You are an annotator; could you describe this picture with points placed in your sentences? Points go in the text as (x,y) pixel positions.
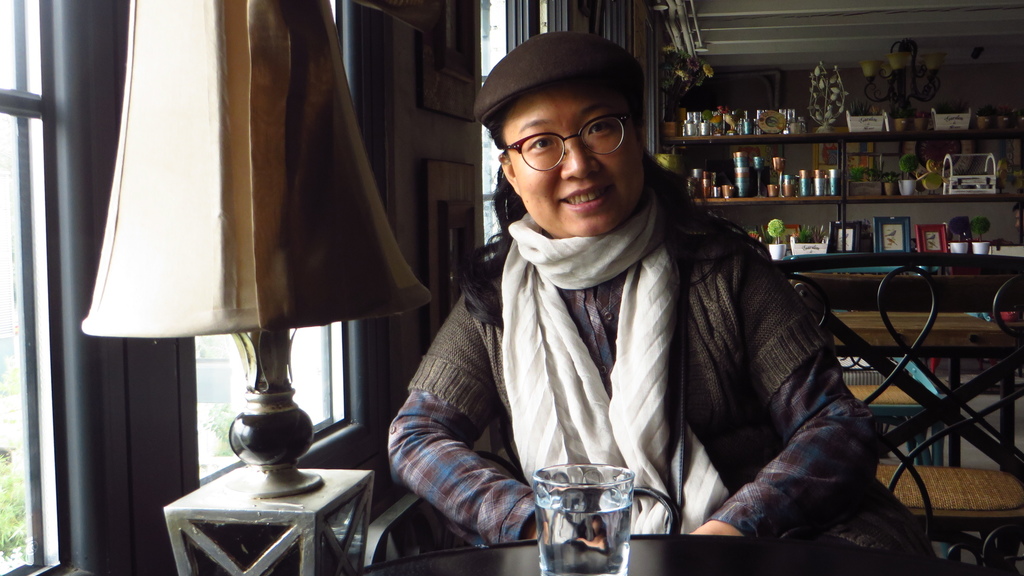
In this picture I can see a human (663,339) sitting a glass (588,540) on the table (501,562) and I can see few items (958,231) on the shelves (769,197) in the back (980,245) and I can see couple of chairs (900,398) and a table (954,331), I can see a lamp (239,246) on the left side (310,269) and few glass windows (5,484) from the glass (50,505) I can see trees (9,504) and another building (203,388).
